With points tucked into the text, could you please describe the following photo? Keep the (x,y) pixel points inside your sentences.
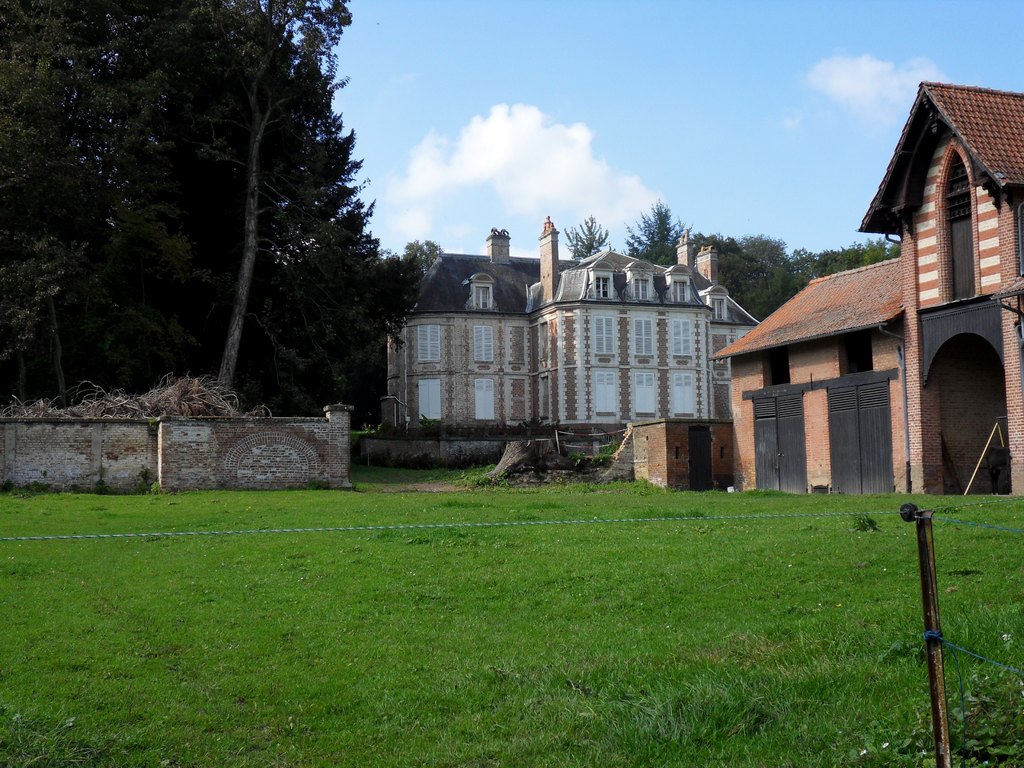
In this image we can see buildings (534,386), trees (196,324), grass (177,546), wall (172,459), sky (693,77) and clouds (477,160).
